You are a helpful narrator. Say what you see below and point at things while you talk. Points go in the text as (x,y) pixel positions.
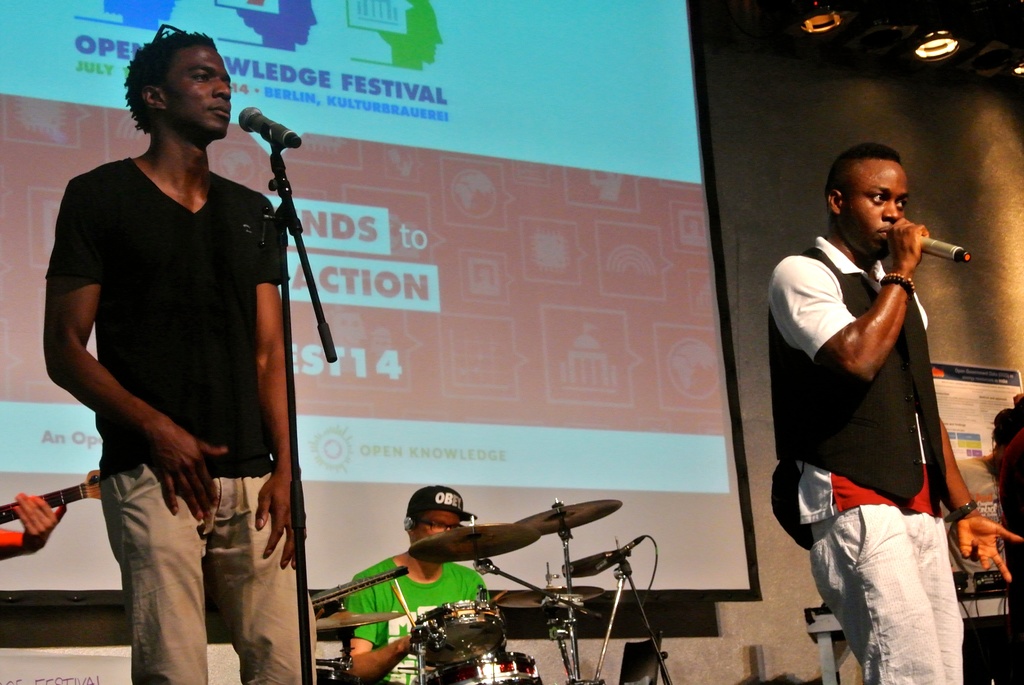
In the image on right side (843,312) there is a man (813,269) holding a microphone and singing, on left (248,401) there is another man (220,363) standing in front of microphone (297,146), in middle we can see a man (461,577) sitting and playing his musical instruments (465,539). In background (474,303) there is a screen (619,231) on top (811,11) there are few lights (1013,74).
